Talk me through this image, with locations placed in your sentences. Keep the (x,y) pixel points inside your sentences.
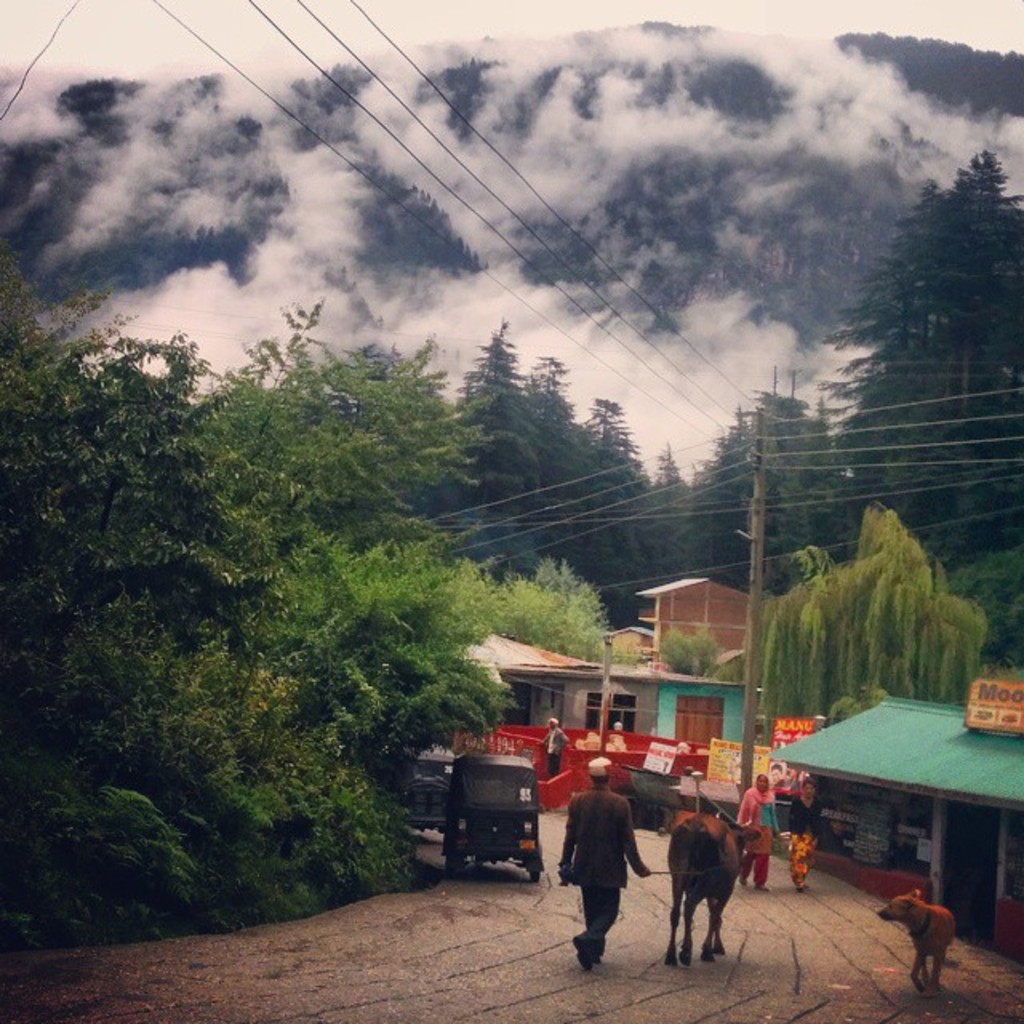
In this image we can see persons (568,850), animals (673,830), vehicles (524,768), name boards (727,746), houses (808,742), trees (765,696) and other objects (538,773). In the background of the image (663,514) there are trees (518,429). At the top of the image (513,35) there is the sky (422,46) and cables (219,53). At the bottom of the image (651,977) there is the floor (632,974).
